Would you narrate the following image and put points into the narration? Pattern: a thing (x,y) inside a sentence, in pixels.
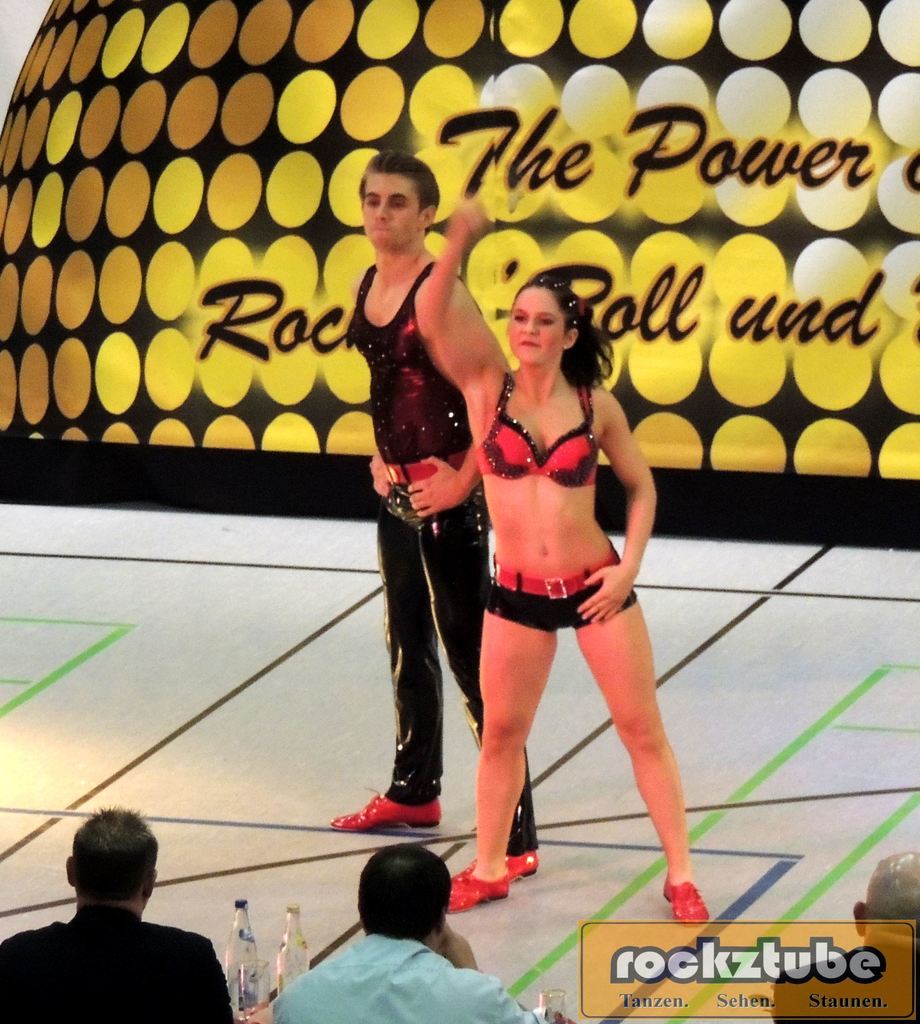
In the center of the image (400,375), we can see a man (376,390) and a lady (523,551) standing on the stage (443,649) and in the background (233,104), there is a board (461,108) and we can see some text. At the bottom (199,973), there are some other people (468,1003), some text (661,1002) and we can see bottles (241,914) and glasses (255,969).
